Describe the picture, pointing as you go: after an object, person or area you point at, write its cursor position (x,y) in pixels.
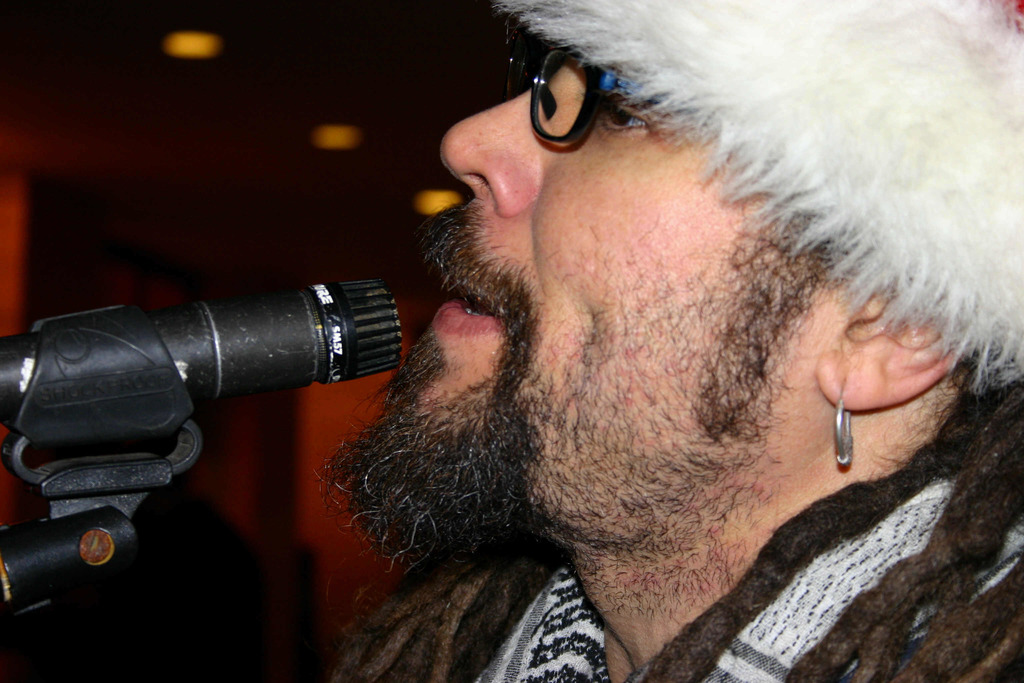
As we can see in the image there is a man (662,220) wearing spectacles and in front of him there is a mic (198,353). The background (270,110) is little dark.
